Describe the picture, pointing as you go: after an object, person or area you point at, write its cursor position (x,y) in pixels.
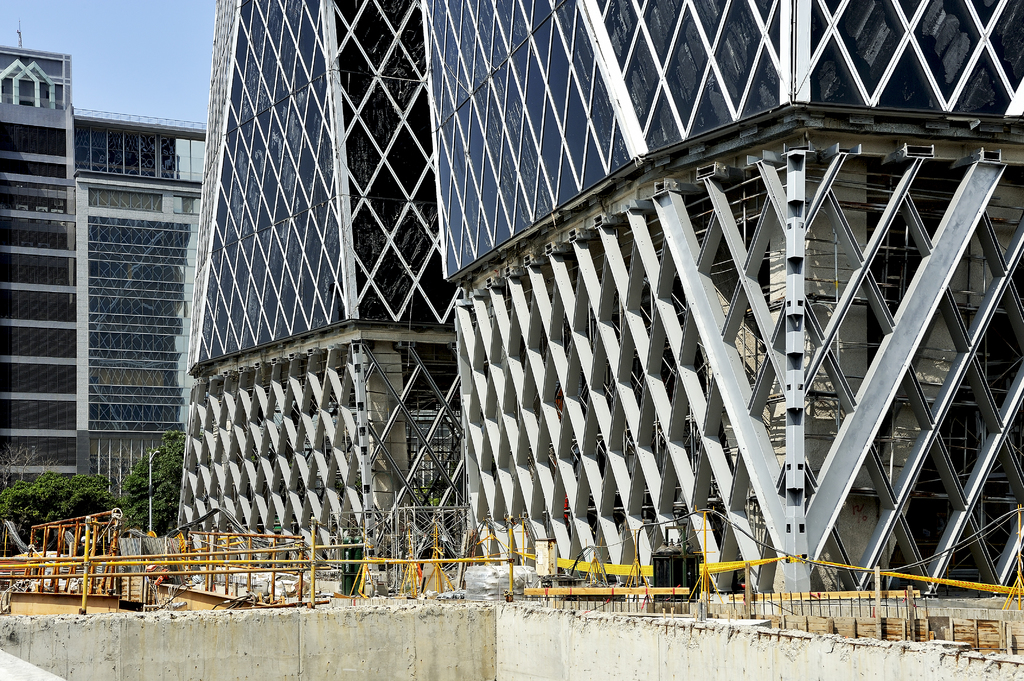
In this image we can see the buildings (430,182), in front of the buildings (209,482), we can see there are trees (137,498), railing (1012,585), street light (151,488), rods (213,562) and few objects (392,567) on the ground (171,578). We can see the wall (416,638) and sky (138,58) in the background (159,102).
